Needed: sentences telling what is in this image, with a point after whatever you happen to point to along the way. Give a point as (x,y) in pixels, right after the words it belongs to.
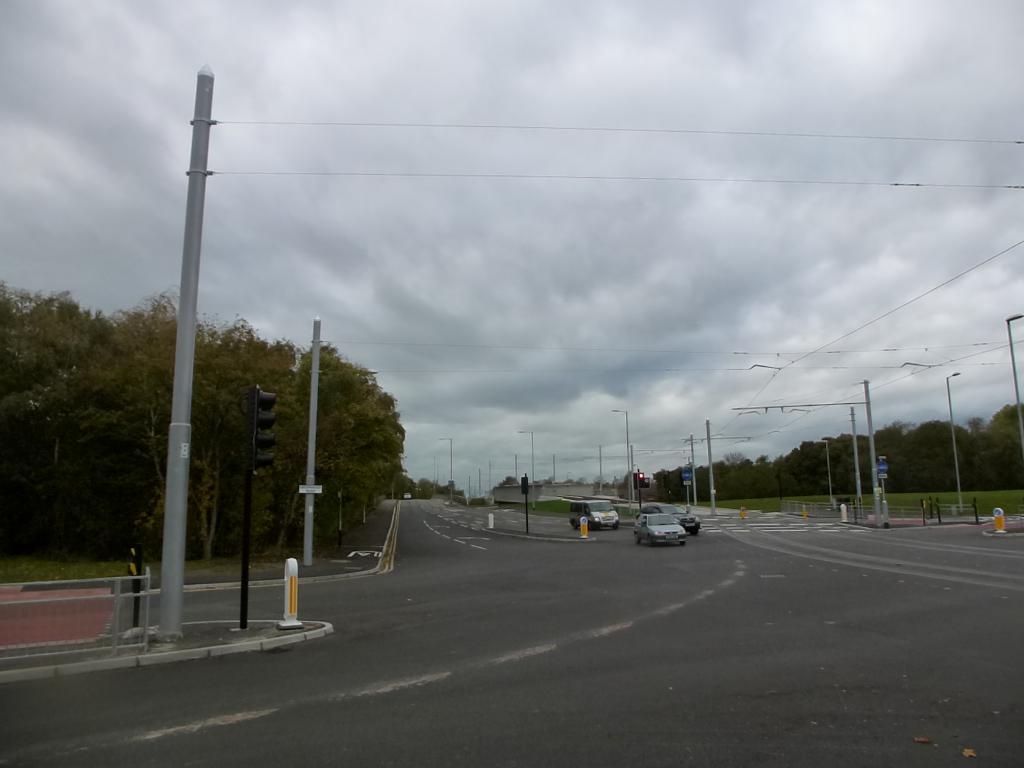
In this image there are vehicles (611,524) on the road (611,542) there are poles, trees (740,491) and there is grass (989,502) on the ground (934,514) and the sky (650,224) is cloudy.
